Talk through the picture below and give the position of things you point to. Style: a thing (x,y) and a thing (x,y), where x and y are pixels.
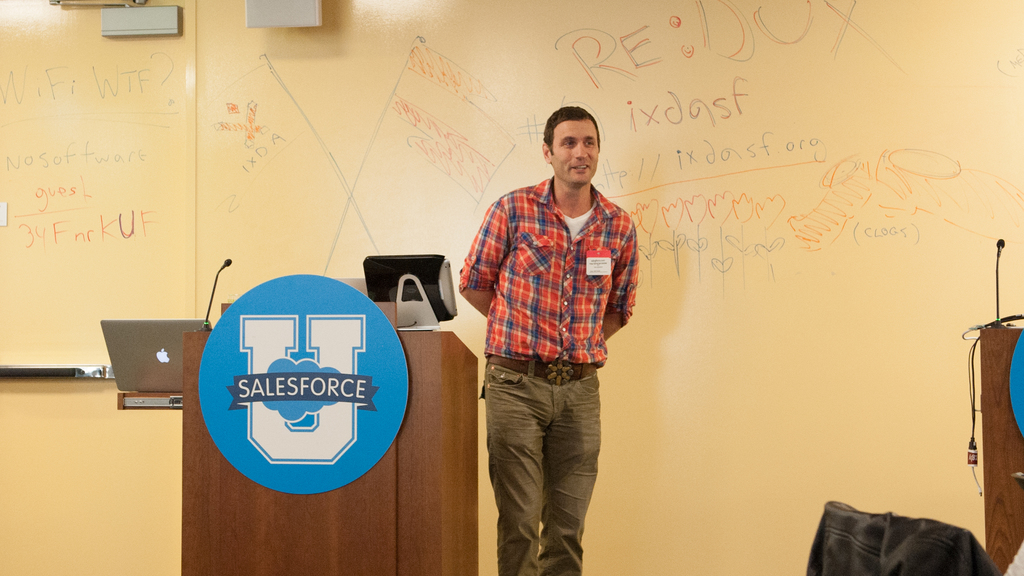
In this image I can see a person (520,437) standing on the stage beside the table (460,366), also there is a wall (987,26) at the back (987,26) with some letters (112,87).
